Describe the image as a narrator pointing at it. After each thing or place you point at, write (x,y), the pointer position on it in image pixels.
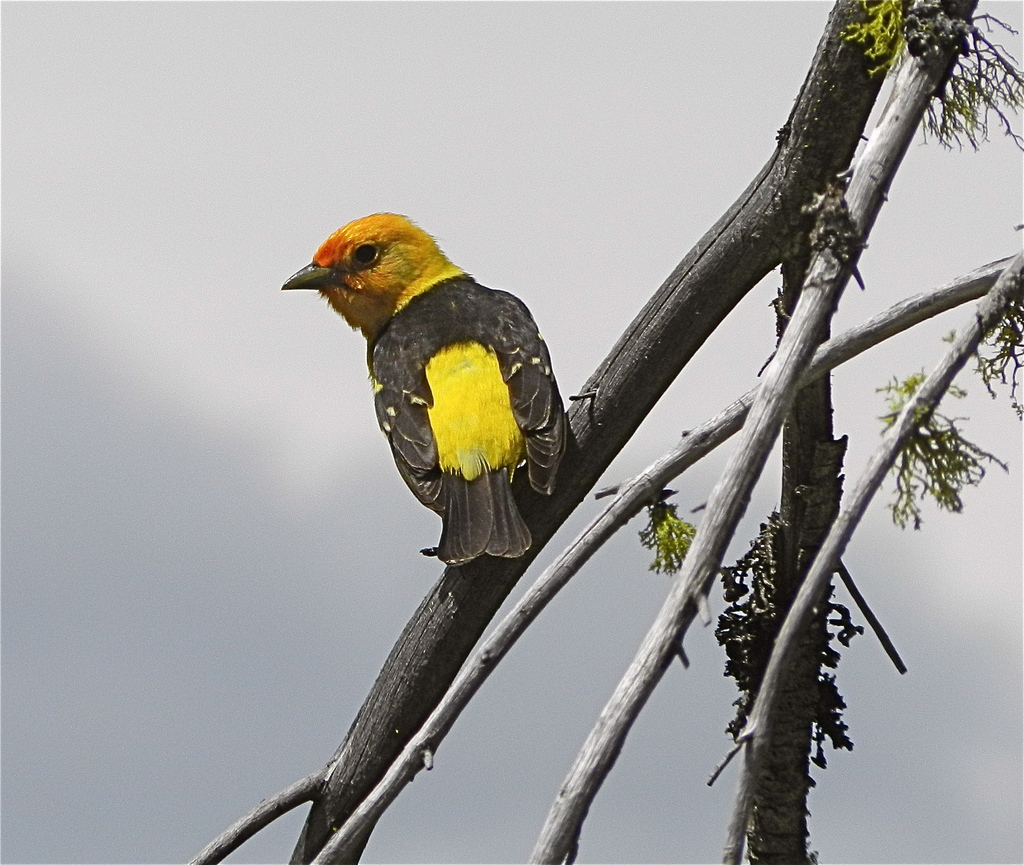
There is a bird (438,318) on the branch (437,588) of a tree (403,676). Which is having green color leaves (1005,86). In the background (225,290), there are clouds (203,491) in the sky (170,663).
